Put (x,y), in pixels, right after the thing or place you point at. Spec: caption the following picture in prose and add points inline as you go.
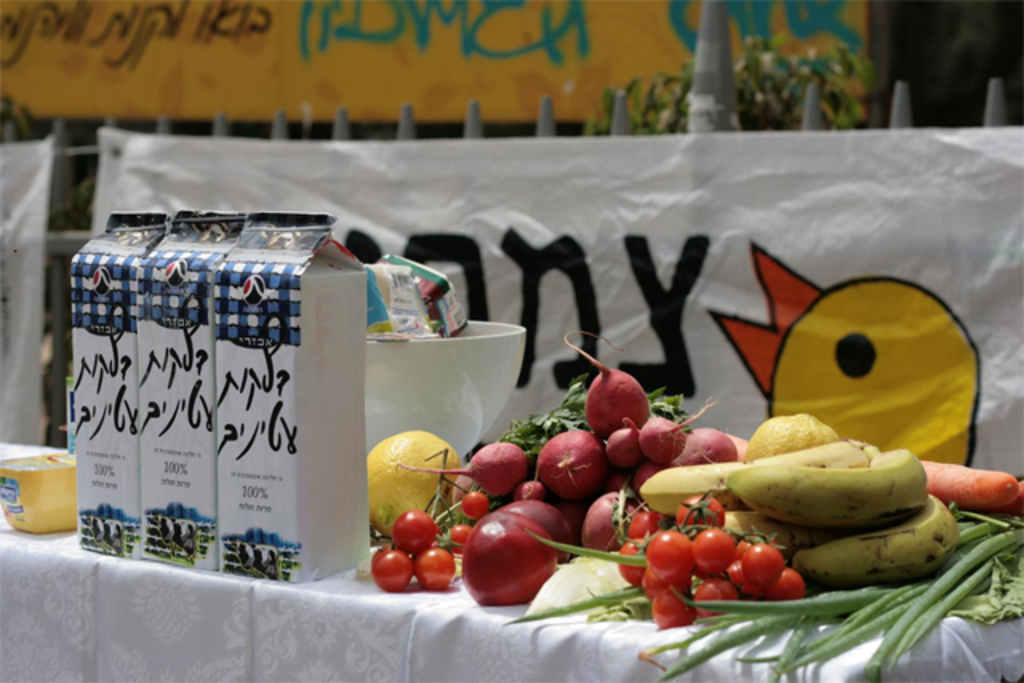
In this image on the right side (985,485) there are some fruits (977,500) and on the left side (287,507) there are some packet (308,366).
